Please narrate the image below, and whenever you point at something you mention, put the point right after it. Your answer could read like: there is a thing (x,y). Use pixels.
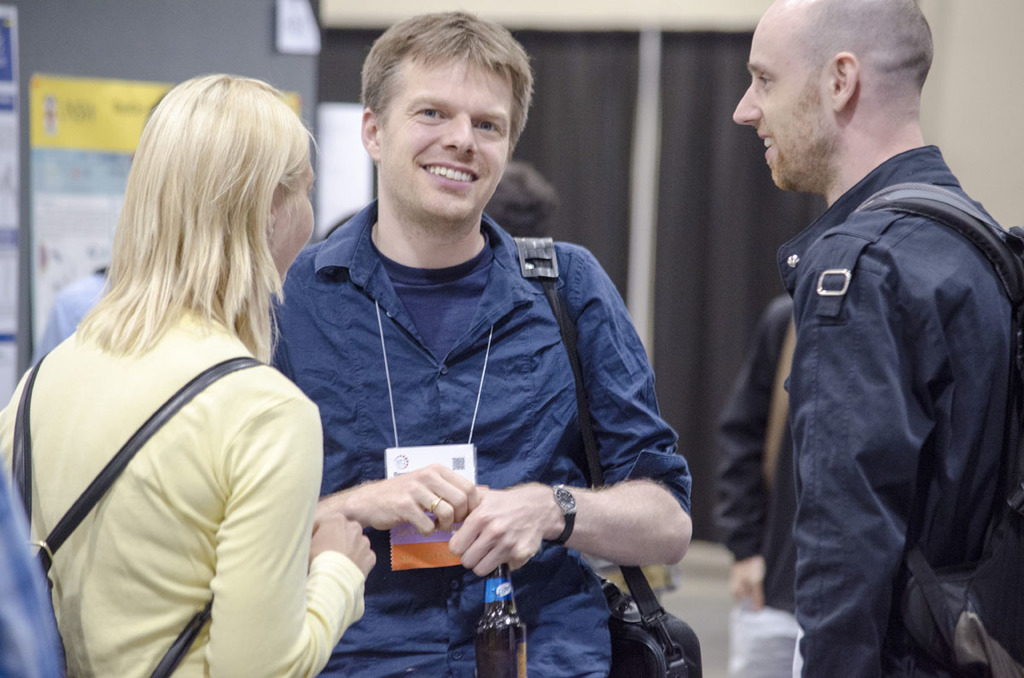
In the foreground of the picture (330,322) there are three persons (447,362) standing. The background (101,108) is blurred, yet we can see curtains (694,77), wall (997,34), board (139,59), poster (131,101) and other objects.
